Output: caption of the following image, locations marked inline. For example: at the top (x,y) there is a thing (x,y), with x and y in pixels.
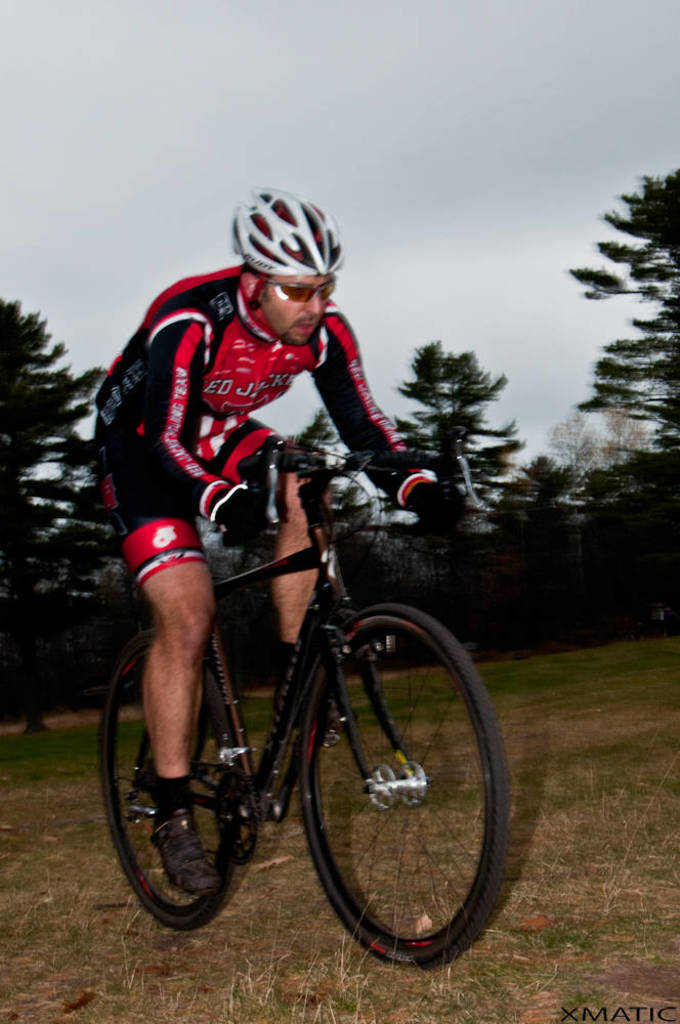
In the center of the image (279,656) we can see a man (295,579) riding bicycle (488,772). In the background (418,559) there are trees (40,406) and sky (447,64).
